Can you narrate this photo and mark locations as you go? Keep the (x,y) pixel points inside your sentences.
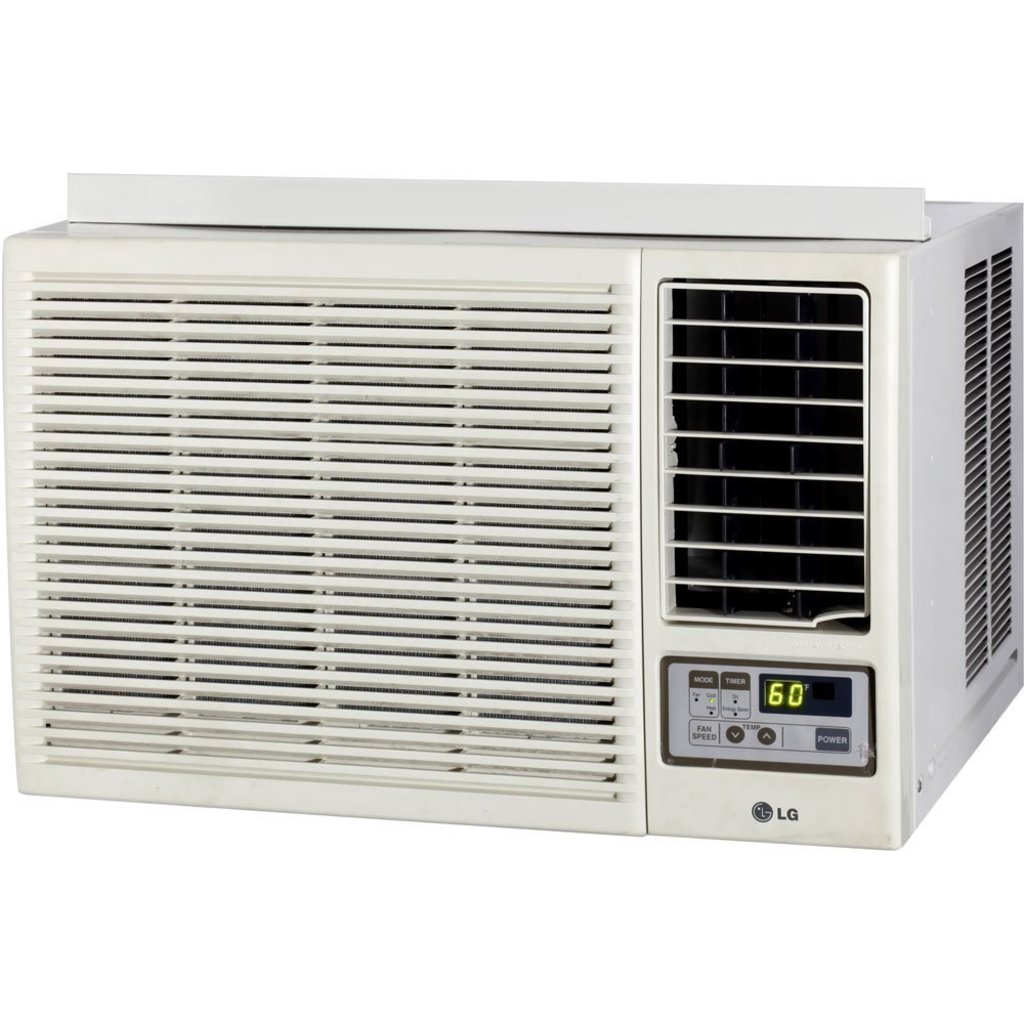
In the picture I can see white color machine (430,556). The background of the image (261,948) is white.
